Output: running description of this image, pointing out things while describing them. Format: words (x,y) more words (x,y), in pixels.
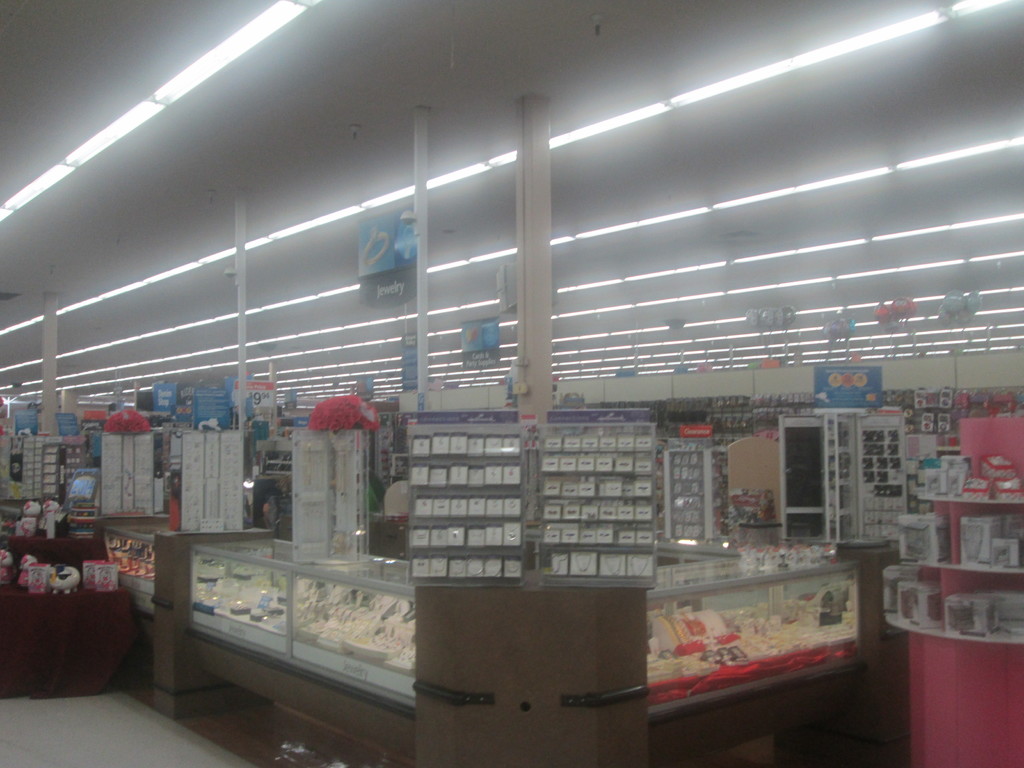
In this image there are a few items (566,556) on the display (450,662) and on the aisle (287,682) of a departmental store (630,573). There are posters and balloons (851,328) on the metal rods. On top of the image (4,210) there are lights (693,214). At the bottom of the image (132,725) there is a floor (104,742).
